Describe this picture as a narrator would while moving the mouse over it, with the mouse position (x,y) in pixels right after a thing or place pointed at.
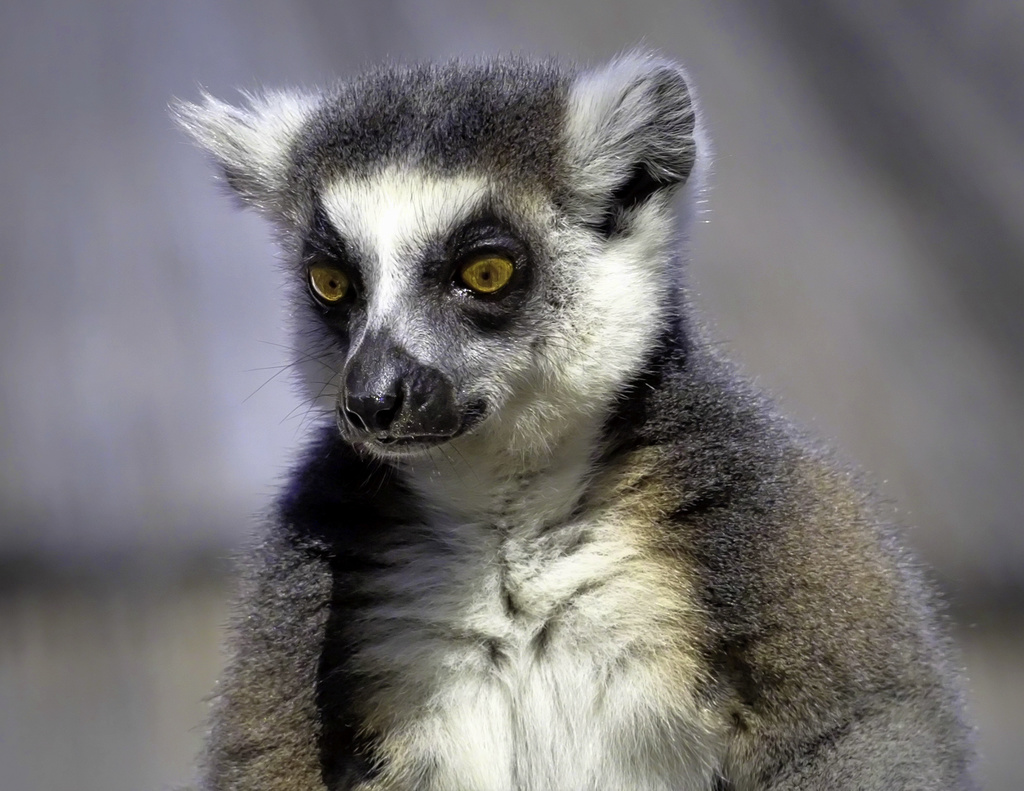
In this image in the foreground (373,571) there is an animal (600,365), and the background (1007,213) is blurred.
